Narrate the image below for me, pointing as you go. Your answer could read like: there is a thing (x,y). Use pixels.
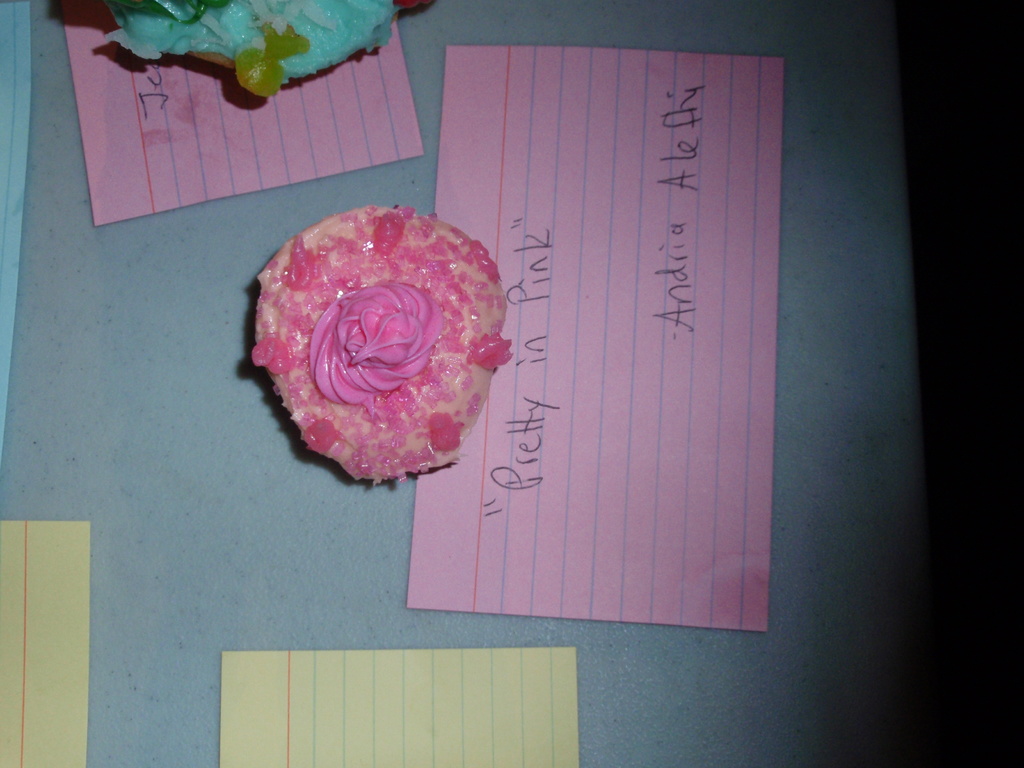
There is a cake (353,323) with pink color cream (364,343) on that. Below that there is a paper (582,452) with something written on that. Also there are many other papers (200,156). And a cake (250,17) on the top left side (234,23).
